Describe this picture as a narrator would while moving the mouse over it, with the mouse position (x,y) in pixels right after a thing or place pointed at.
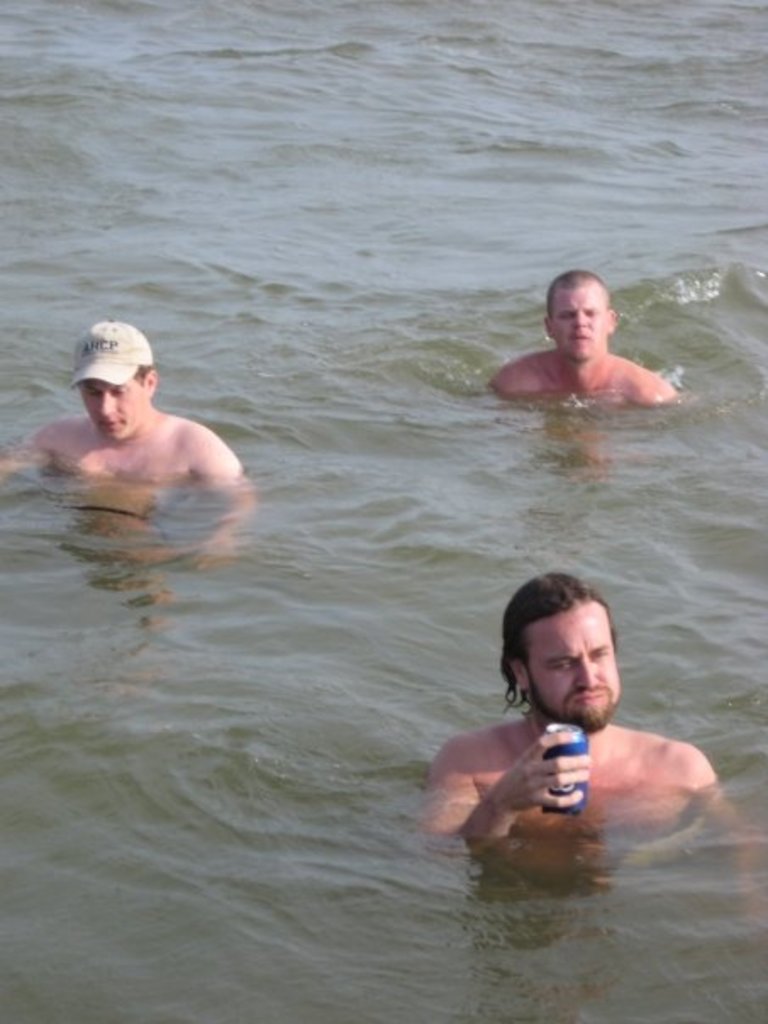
This picture is clicked outside. In the foreground (565,671) there is a man (609,697) holding a can (567,754) and seems to be swimming in the water body (249,812). In the background (137,442) we can see the two persons (148,456) swimming in a water body (360,437).
